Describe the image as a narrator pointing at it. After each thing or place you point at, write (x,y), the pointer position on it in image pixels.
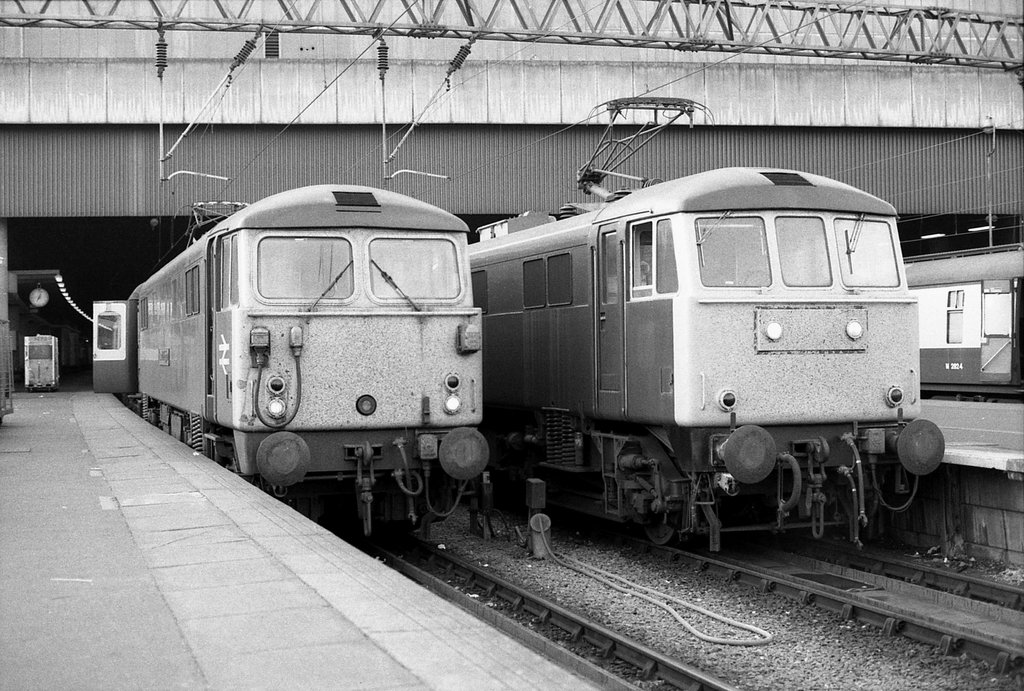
This is a black and white picture. There are trains (588,477) on the track (664,551) and this is a platform (107,592). Here we can see a clock (45,298), wires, and lights (856,328).
